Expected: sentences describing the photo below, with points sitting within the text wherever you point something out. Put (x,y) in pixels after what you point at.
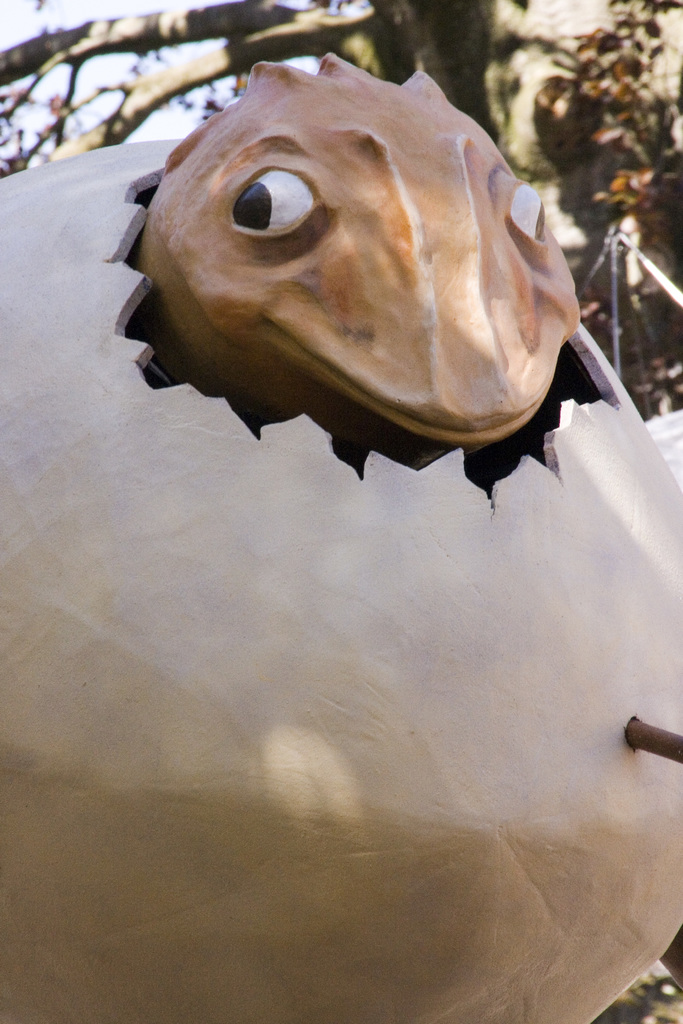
In this image there is a sculpture (86,708) of a dragon egg (631,664), inside the egg (112,220) there is a dragon (245,150), in the background (522,50) there is a tree (599,65).
